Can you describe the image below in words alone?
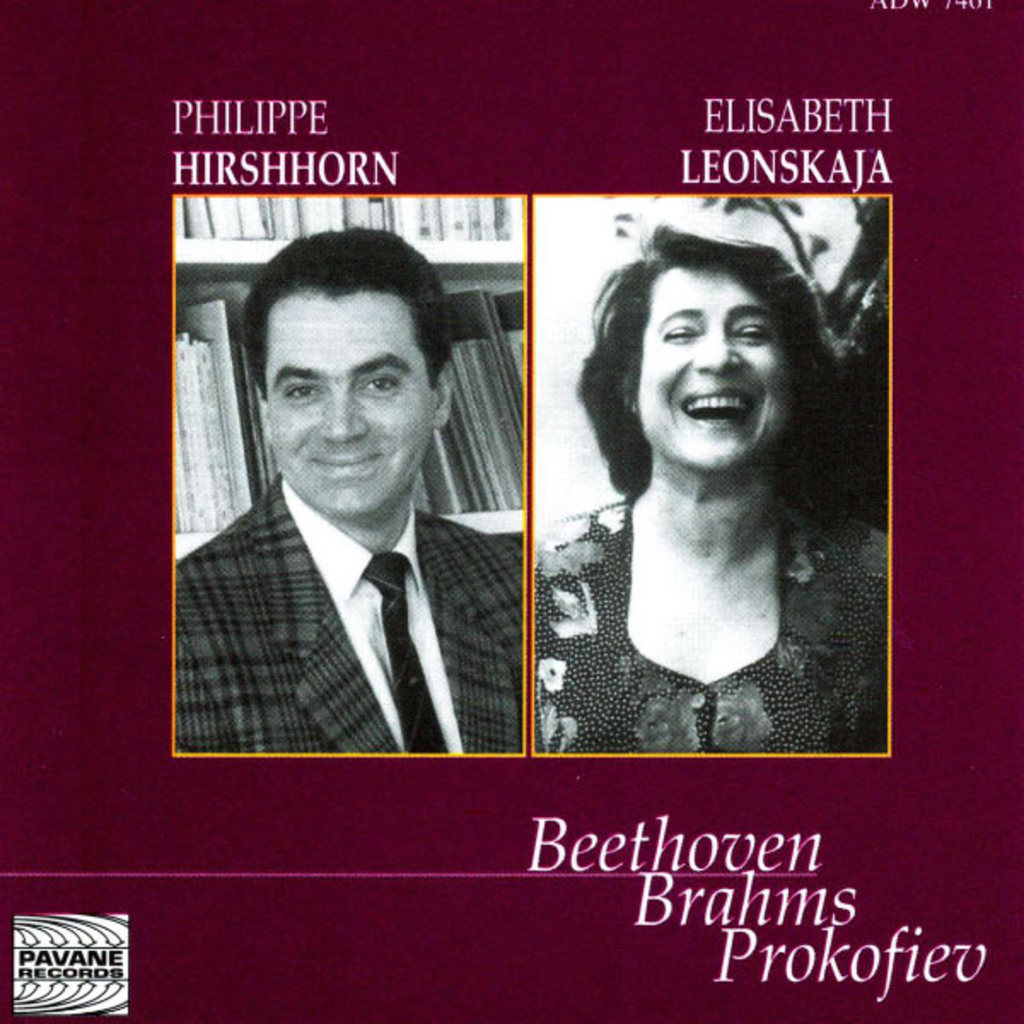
In the picture I can see collage of two images and there is something written above and below it.
